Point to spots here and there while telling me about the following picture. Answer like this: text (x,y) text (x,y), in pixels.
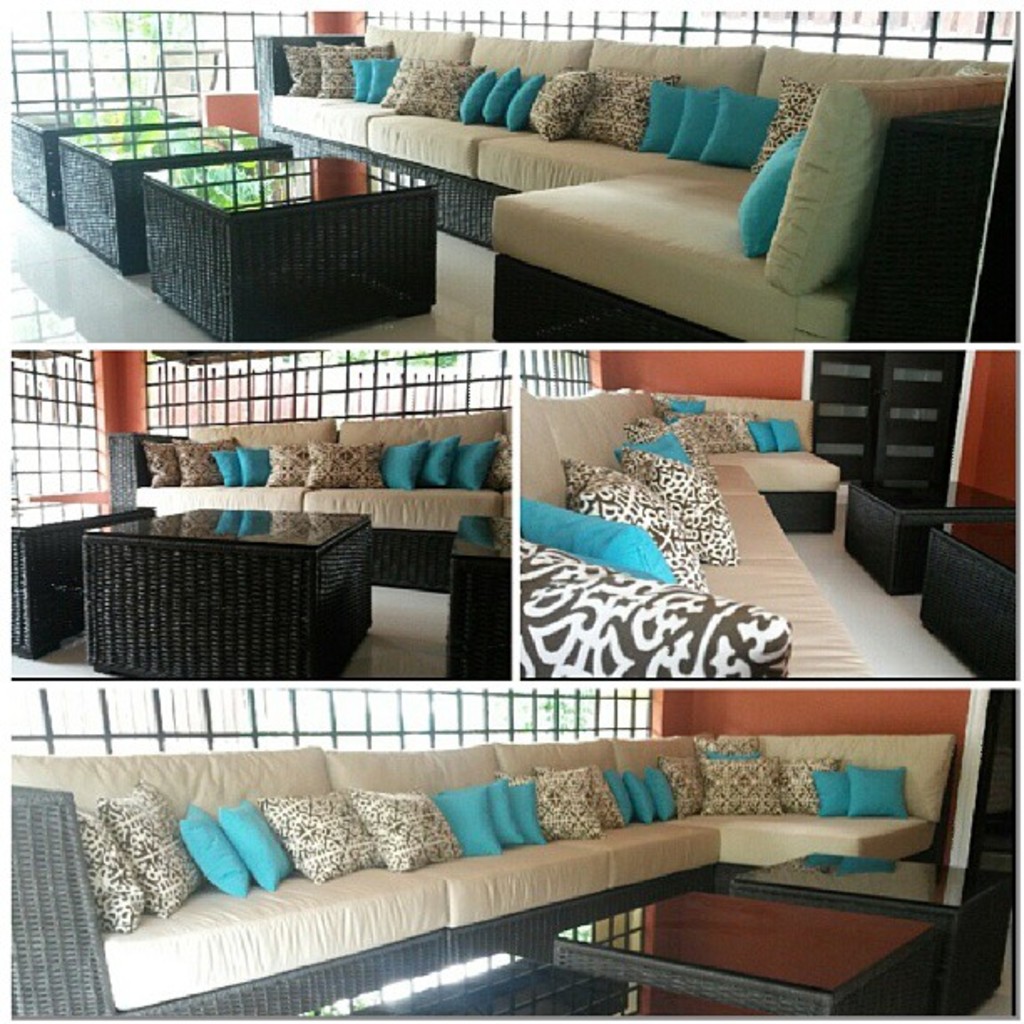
This is a collage image, in this image there are sofas (653,303), on the sofas (506,287) there are cushions (502,432), in front of the sofa (431,539) there is a table (226,642), behind the sofa (414,491) there is a wall (409,403) with grill windows (86,486), beside the wall (135,430) there is a wooden door (850,364).
